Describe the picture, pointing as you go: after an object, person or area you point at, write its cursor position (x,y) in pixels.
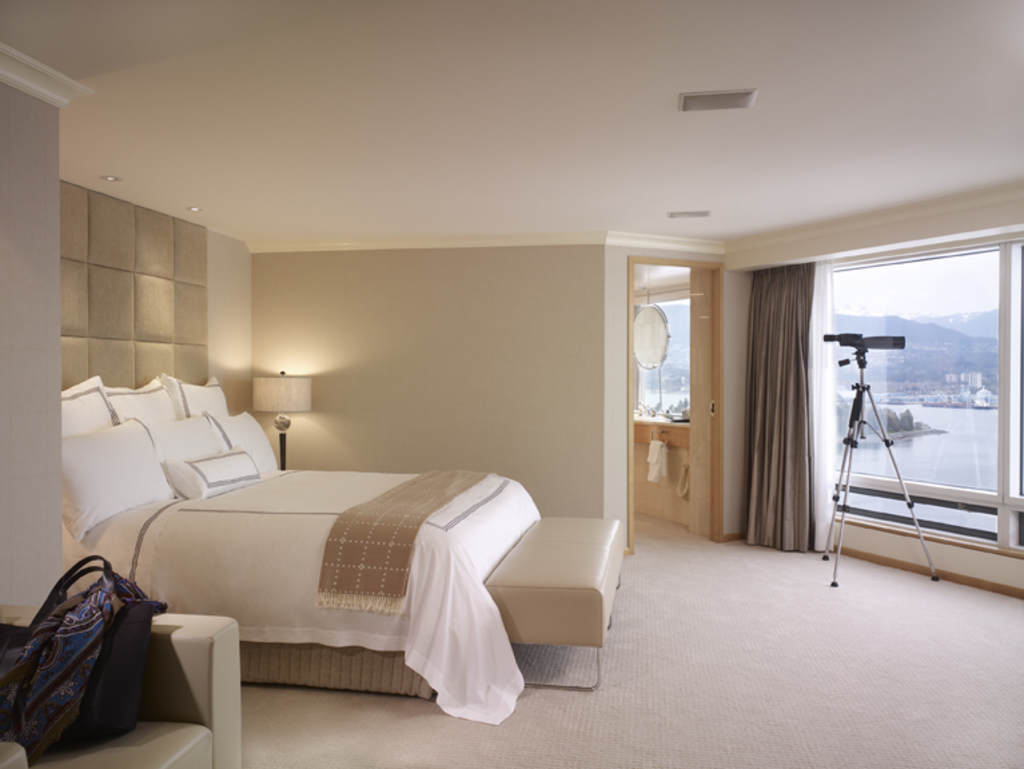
In this image I can see a bed (381,531) which has pillows (193,498), blanket (349,557) and mattress (349,559). I can also see light lamp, a bag (117,671) on the chair (153,672) and lights (193,211) on the ceiling (192,212). Here I can see windows (914,450), curtains (779,443) and some other objects (828,543) on the ground (880,565).
